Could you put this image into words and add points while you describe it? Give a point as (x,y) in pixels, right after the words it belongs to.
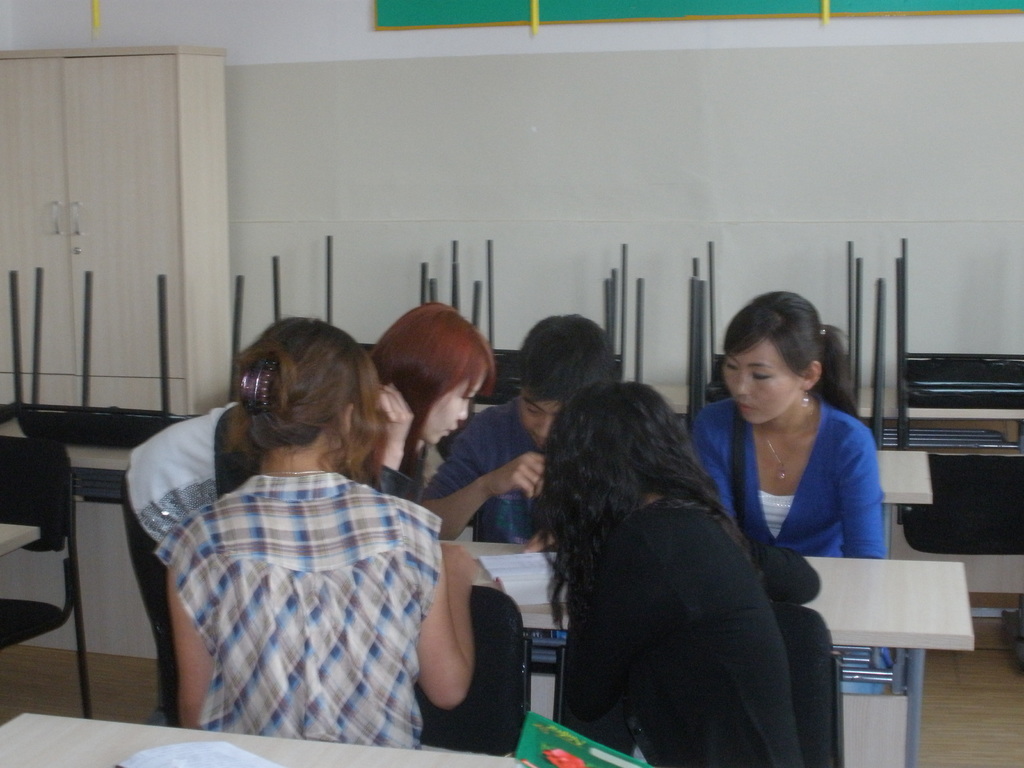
This image taken in a room (505,198), there are group of people (603,550) here. There is table (910,642) in the middle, there is a book (525,588) on the table (546,608). In the right side of the image (796,435) there is a woman (813,459) wearing blue coat (846,479). In the middle (356,396) there is a woman (324,631) tied her hair (273,409) with the clutch (267,397), there is a chair (16,628) in the left side of the image (12,616), there is a cupboard (76,192) in the left side of the image (113,163). There is a board (437,28) on the wall (497,85).
